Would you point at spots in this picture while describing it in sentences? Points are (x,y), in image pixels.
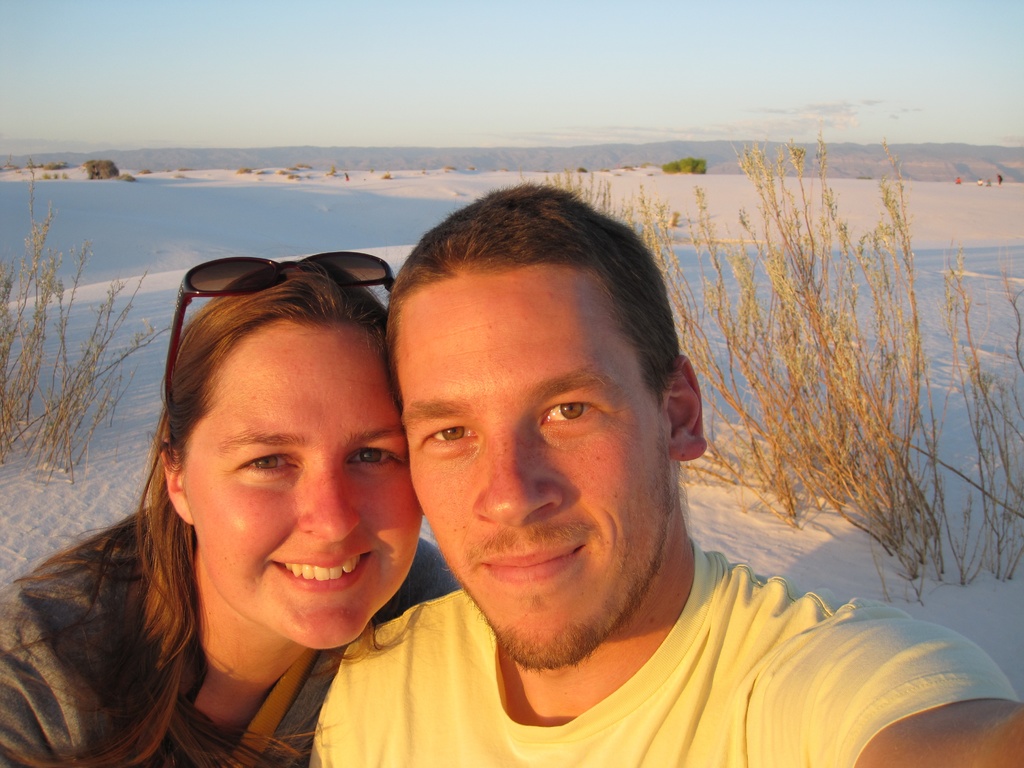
In this image I can see two persons (560,676). The person (719,694) at right (719,694) is wearing yellow color shirt (752,699) and the person (149,685) at left (105,685) is wearing gray color shirt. In the background (748,375) I can see the dried grass (762,320), few plants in green color and the sand (432,218) is in white color and the sky (640,42) is in white and blue color.
